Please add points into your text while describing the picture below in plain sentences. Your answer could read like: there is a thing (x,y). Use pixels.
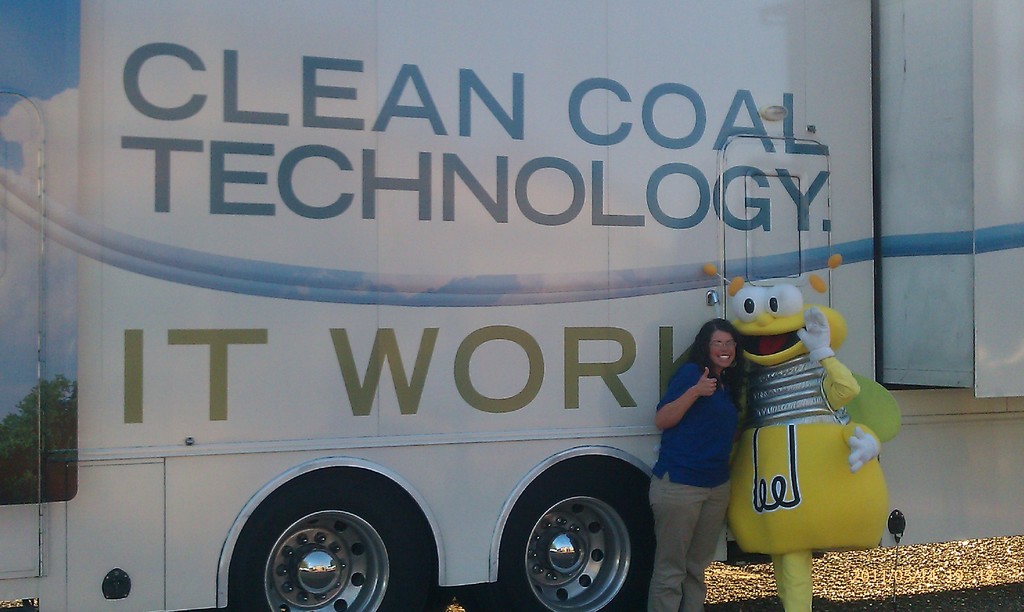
In the background (751,167) we can see a vehicle (945,181). In this picture we can see women (723,343) wearing a t-shirt (702,420) and spectacles (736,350). She is standing near to a person (821,413) who is wearing the fancy dress (812,460).
